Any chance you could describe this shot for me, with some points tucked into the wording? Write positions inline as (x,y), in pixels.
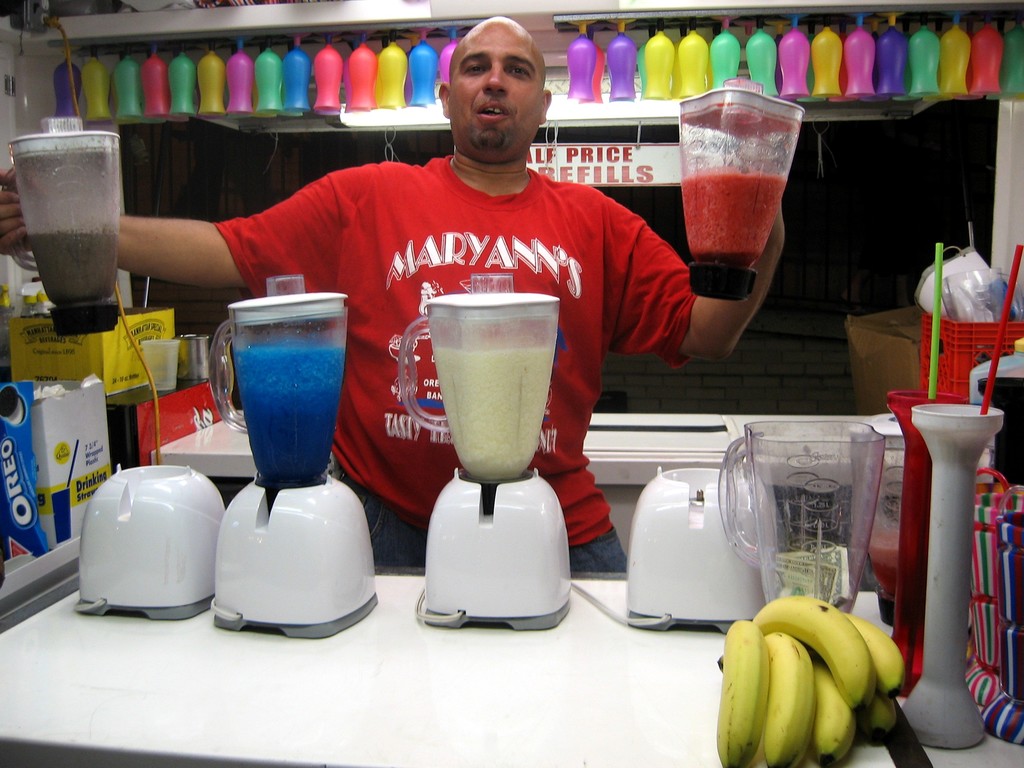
Here in this picture in the front (380,643) we can see a table (381,667), on which we can see number of mixers (258,539) present over there and we can also see number of jars (298,372) on it with juices (528,419) in them, we can also see bananas (804,630) and straws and all other things (941,600) present on the table (77,633) over there and behind that we can see a person (396,233) standing and he is holding two jars (97,216) in his hands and behind him also we can see a table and above that in the racks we can see bottles (259,102) present over there and on the left side (50,418) we can see boxes (60,429) of something is present on the table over there.
